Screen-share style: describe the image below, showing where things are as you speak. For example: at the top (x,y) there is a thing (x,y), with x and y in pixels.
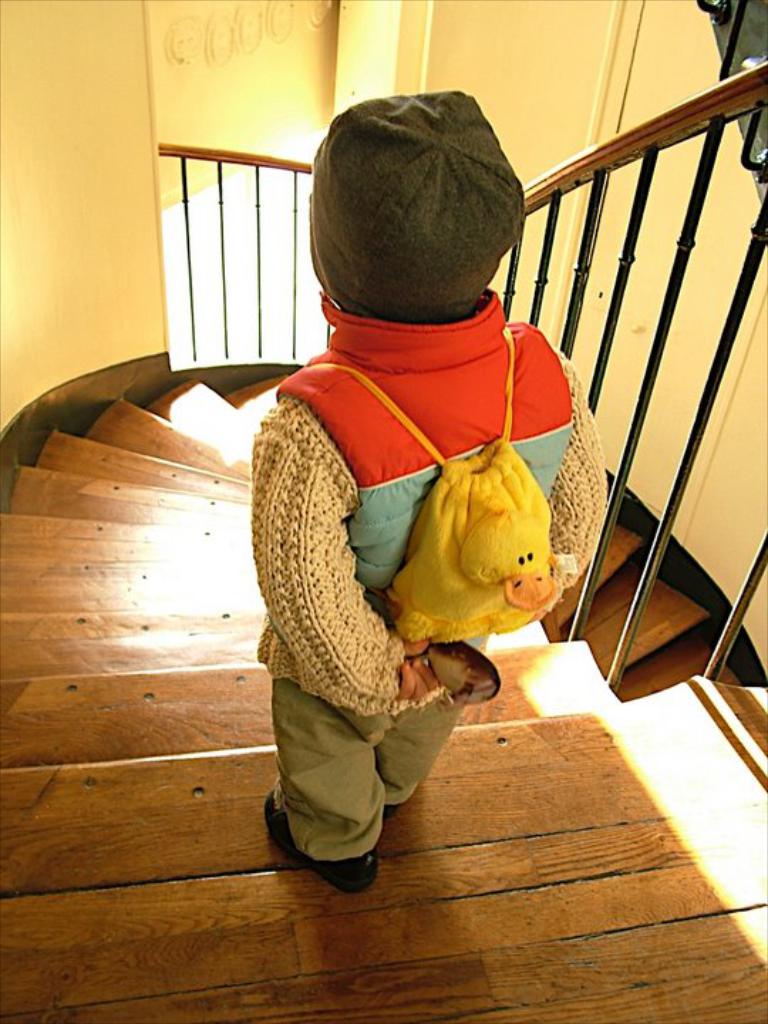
In the image there is a girl (572,503) in sweatshirt (567,521) standing on the wooden steps (242,487) with fence (605,178) on either side.
